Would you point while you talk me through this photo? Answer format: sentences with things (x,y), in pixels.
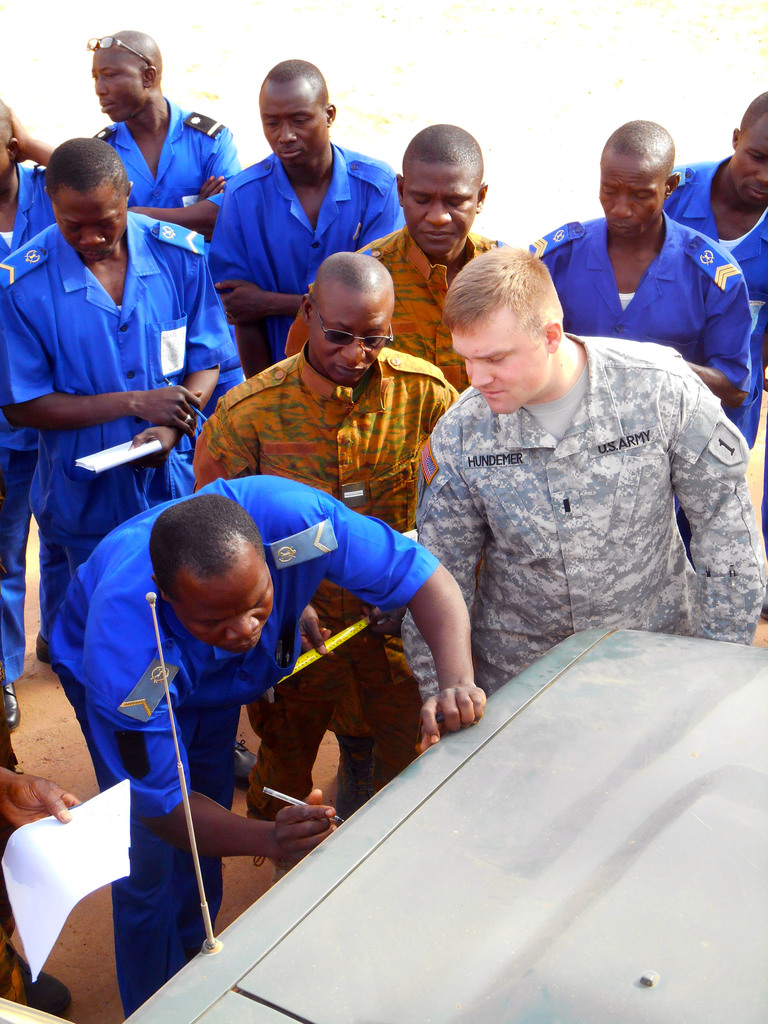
This image is taken outdoors. In the middle of the image (305,567) a few men (104,292) are standing on the ground (329,768) and a few are holding books (114,456) and pens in their hands (150,436). A man (195,737) is standing and holding a pen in his hand (309,815). He is writing with a pen (270,792) on the vehicle (345,834). At the bottom of the image (387,956) there is a vehicle (465,915).
